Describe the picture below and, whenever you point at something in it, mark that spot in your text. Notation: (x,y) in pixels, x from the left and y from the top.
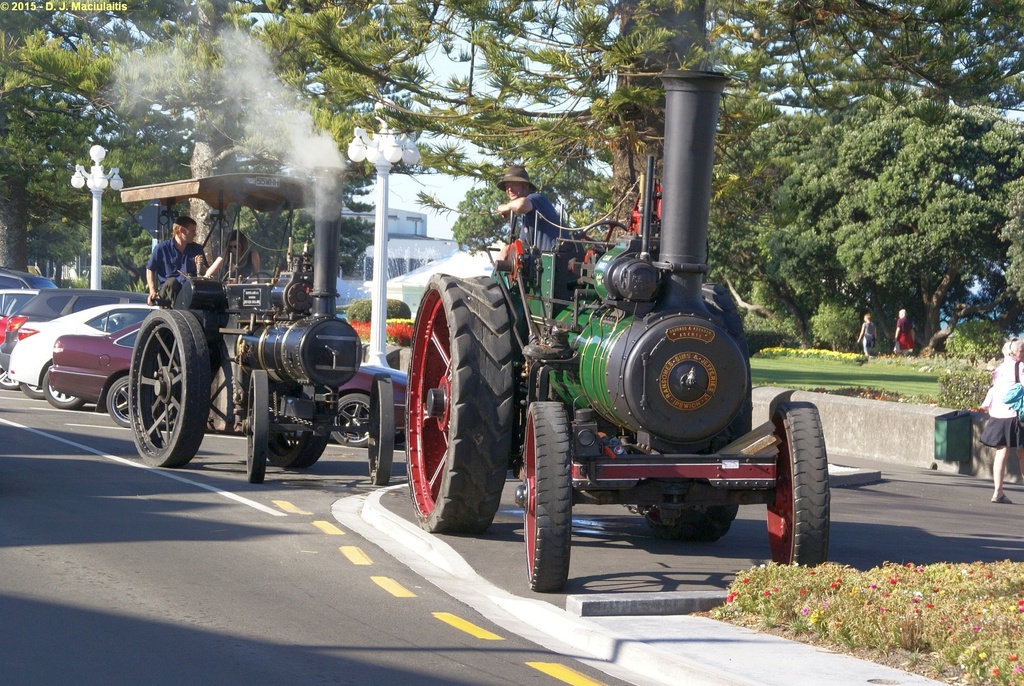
In this picture I can see the plants (825,578) on the right (899,602), on which there are flowers (985,611) and on the road (97,466) I see number of vehicles (165,341) and I see few people (864,346). In the background (788,346) I see the trees (527,146), light poles (383,219), grass (854,366) and the bushes (967,375).
